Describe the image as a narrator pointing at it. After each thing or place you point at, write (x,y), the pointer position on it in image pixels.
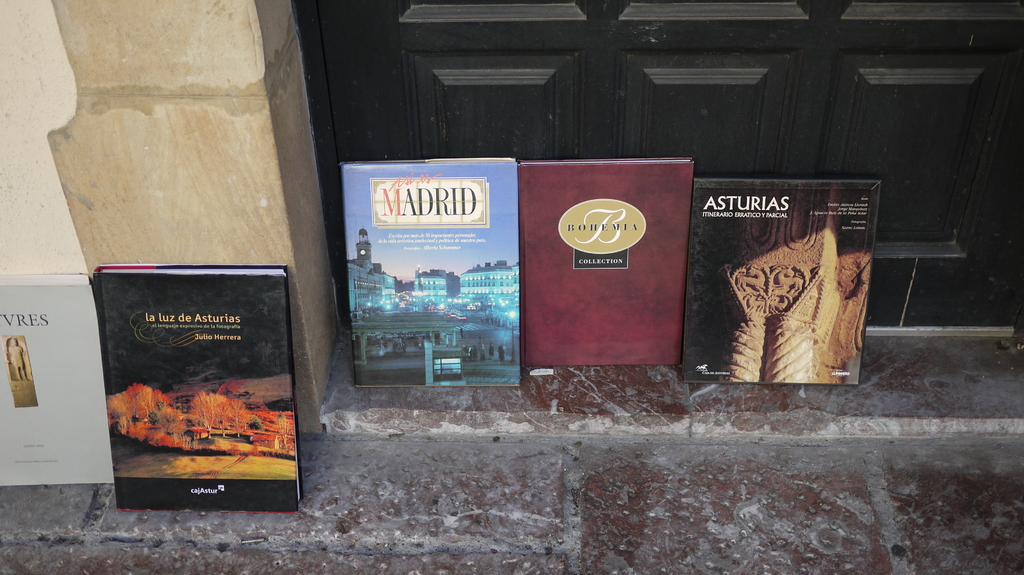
In this image I can see few books (245,327) in the front (523,291) and in the background (366,90) I can see a black colour thing (599,126) which looks like a door (544,106).
